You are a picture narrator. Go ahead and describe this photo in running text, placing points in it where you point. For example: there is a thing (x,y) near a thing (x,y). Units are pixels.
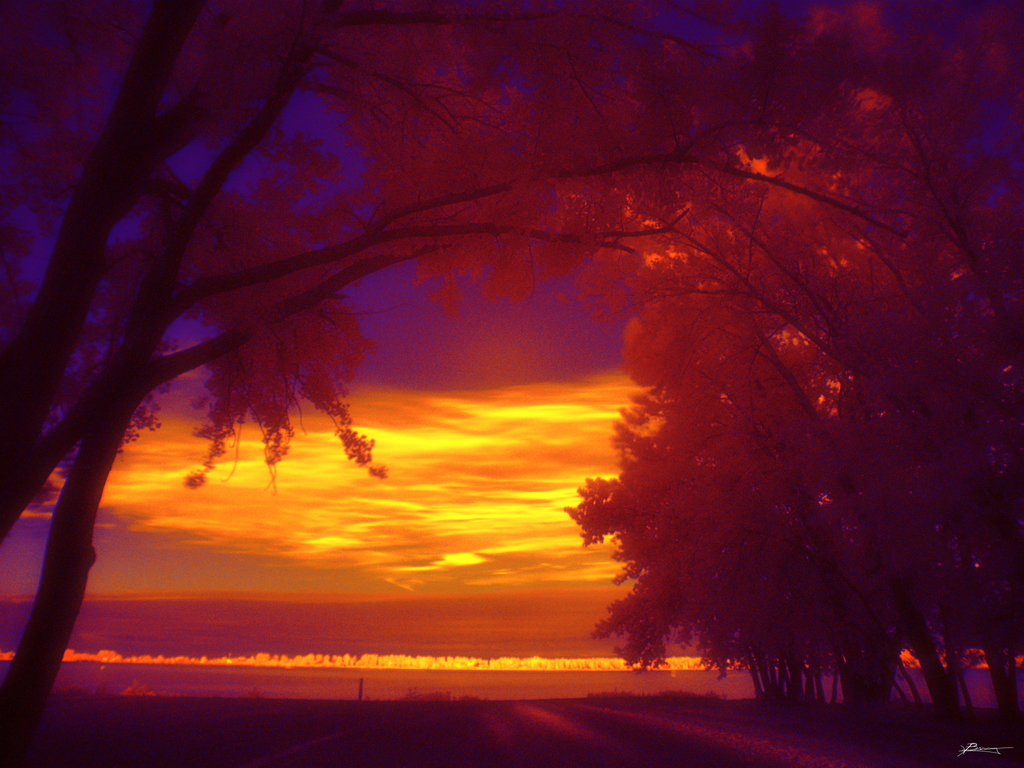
In this image we can see few trees (742,306) and the sky (356,517) in the background (466,566).
